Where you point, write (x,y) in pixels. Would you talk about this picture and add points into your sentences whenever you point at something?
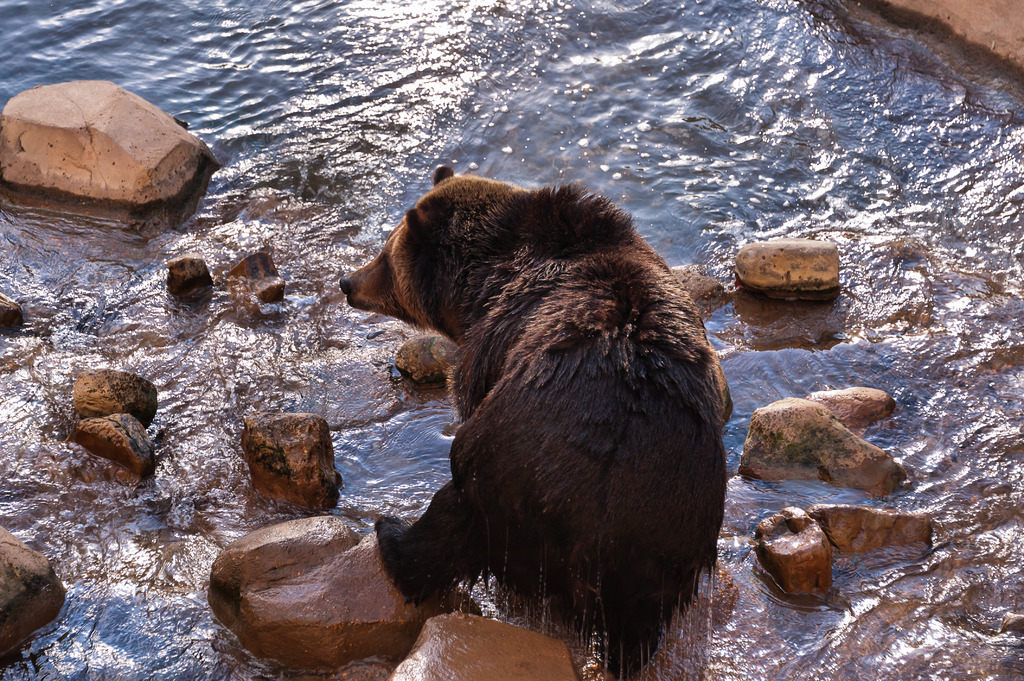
In this image I can see the water (203,659) and few stones (86,166) on the ground (205,298). In the middle of the image (509,276) there is an animal (513,433) in the water (382,437).
